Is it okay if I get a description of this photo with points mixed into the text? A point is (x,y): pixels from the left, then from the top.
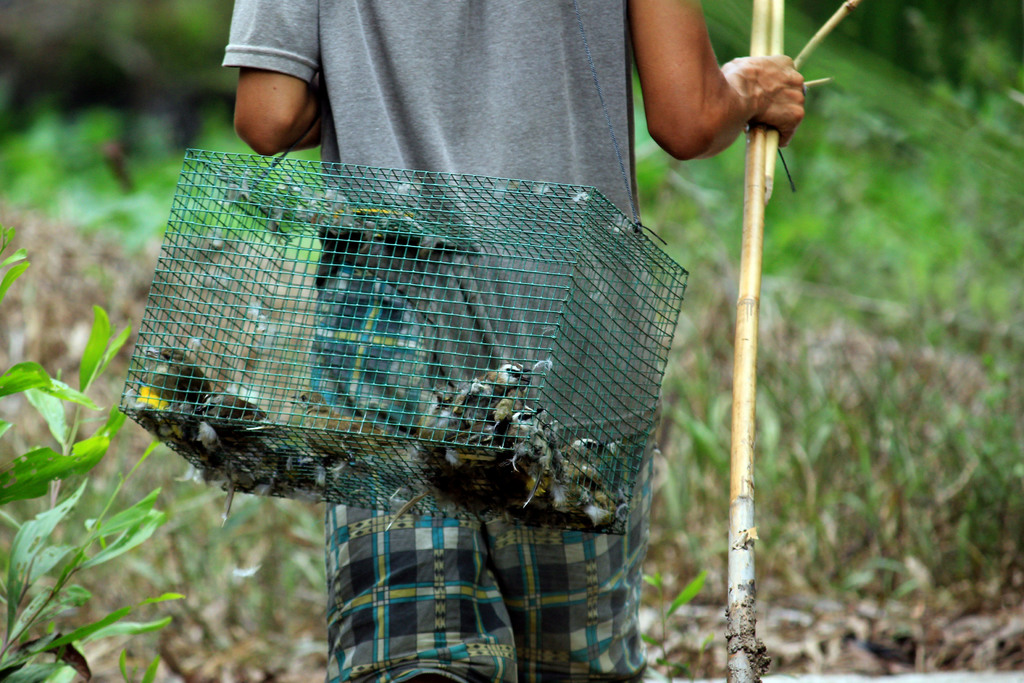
In this picture we can see a person (732,75) holding a wooden stick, is carrying a cage (570,267). We can see birds (171,375) in the cage (630,415). Background (20,50) portion of the picture is blur. We can see green leaves (101,630).
